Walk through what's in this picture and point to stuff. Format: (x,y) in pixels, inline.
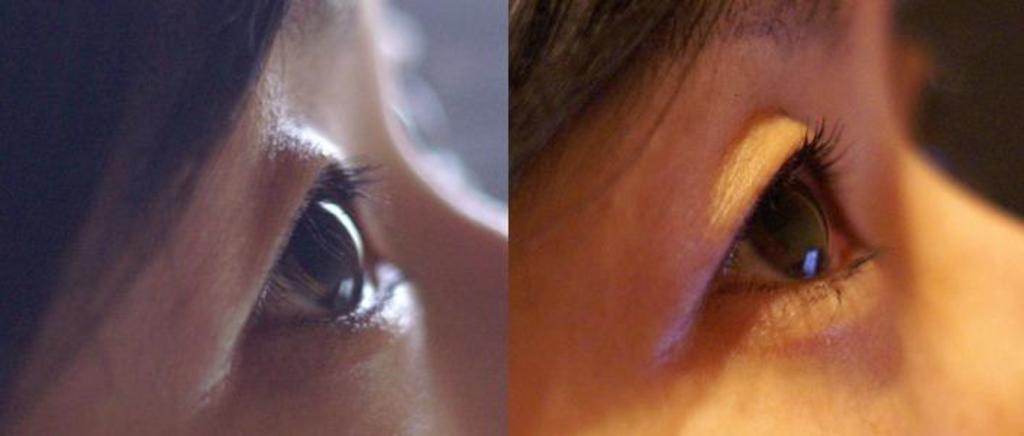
This picture is a collage of two images. One image is looking dim and the other image is bright. Both the images are eyes (825,259) of a woman (334,131).
